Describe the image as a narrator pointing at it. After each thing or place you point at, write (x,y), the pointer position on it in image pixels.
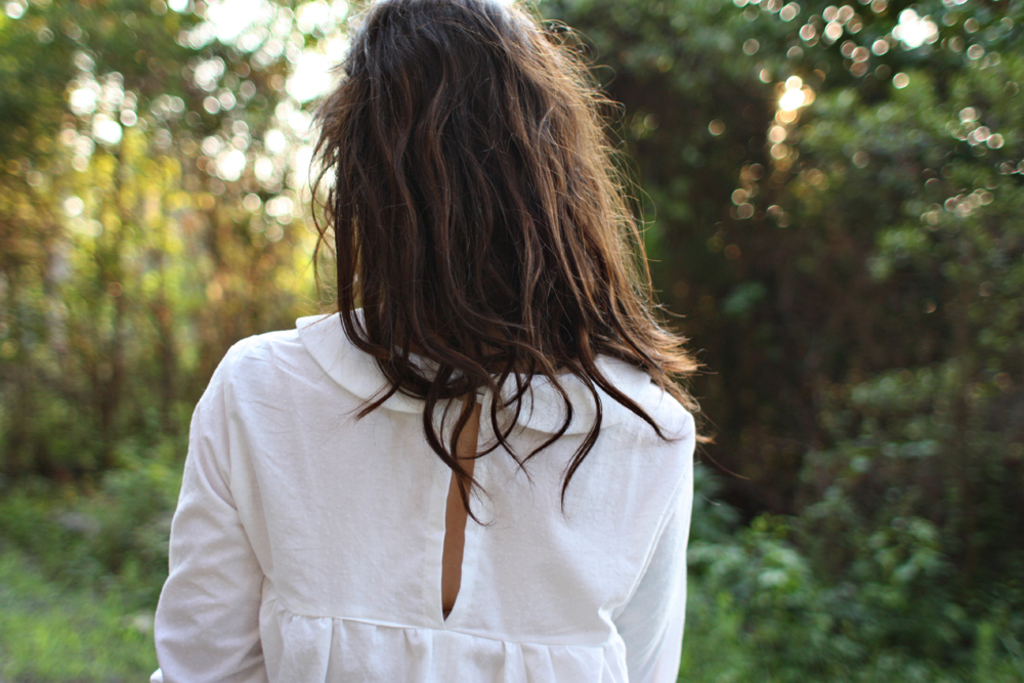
A woman (523,472) is there she wore white color dress (421,537), there are green trees (76,412) at the back side of an image (75,342).
